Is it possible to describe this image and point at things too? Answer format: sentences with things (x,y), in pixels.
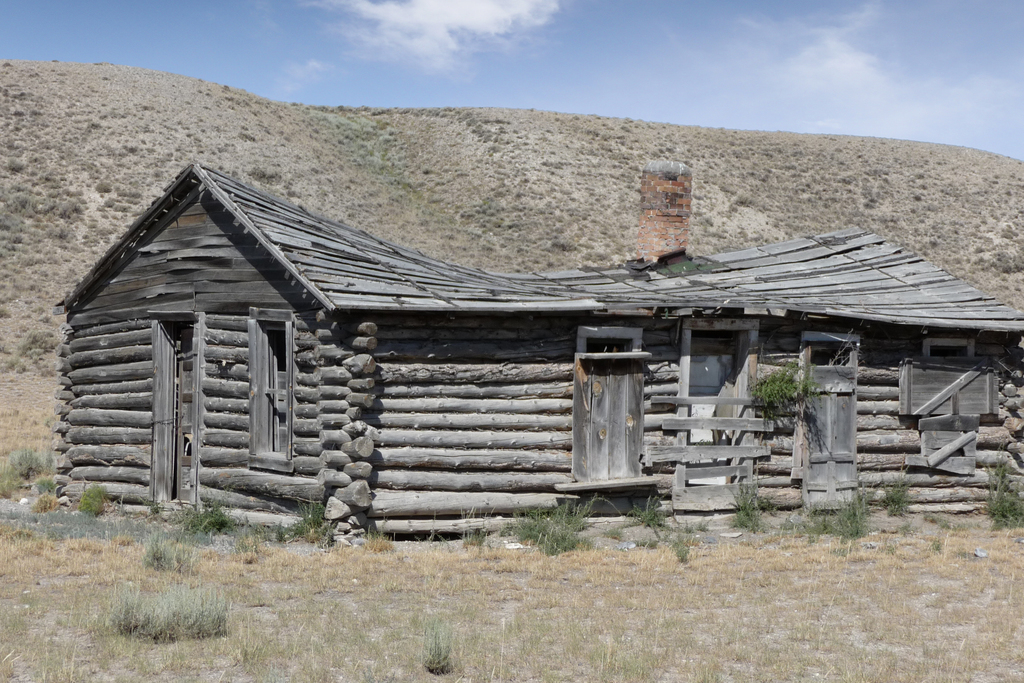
In this image there is a building (459,397) windows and doors (733,431). And the building (302,343) is made with woods (433,391). On the ground (154,582) there are plants (736,566). In the back (479,151) there is a hill (639,147). In the background (577,58) there is sky (507,48) with clouds (422,31).
